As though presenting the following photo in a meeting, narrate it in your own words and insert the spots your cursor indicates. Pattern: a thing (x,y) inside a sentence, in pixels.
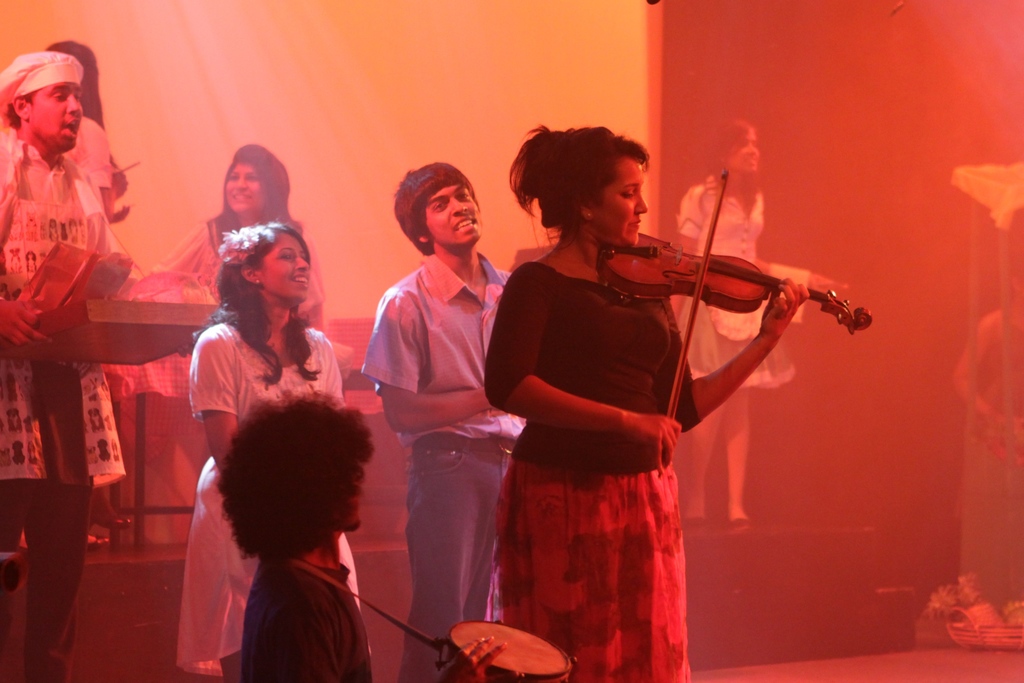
In the image we can see there are lot of people (312,432) who are standing and a woman (609,432) is holding violin (617,288) in her hand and the people (93,87) are looking at each other.
